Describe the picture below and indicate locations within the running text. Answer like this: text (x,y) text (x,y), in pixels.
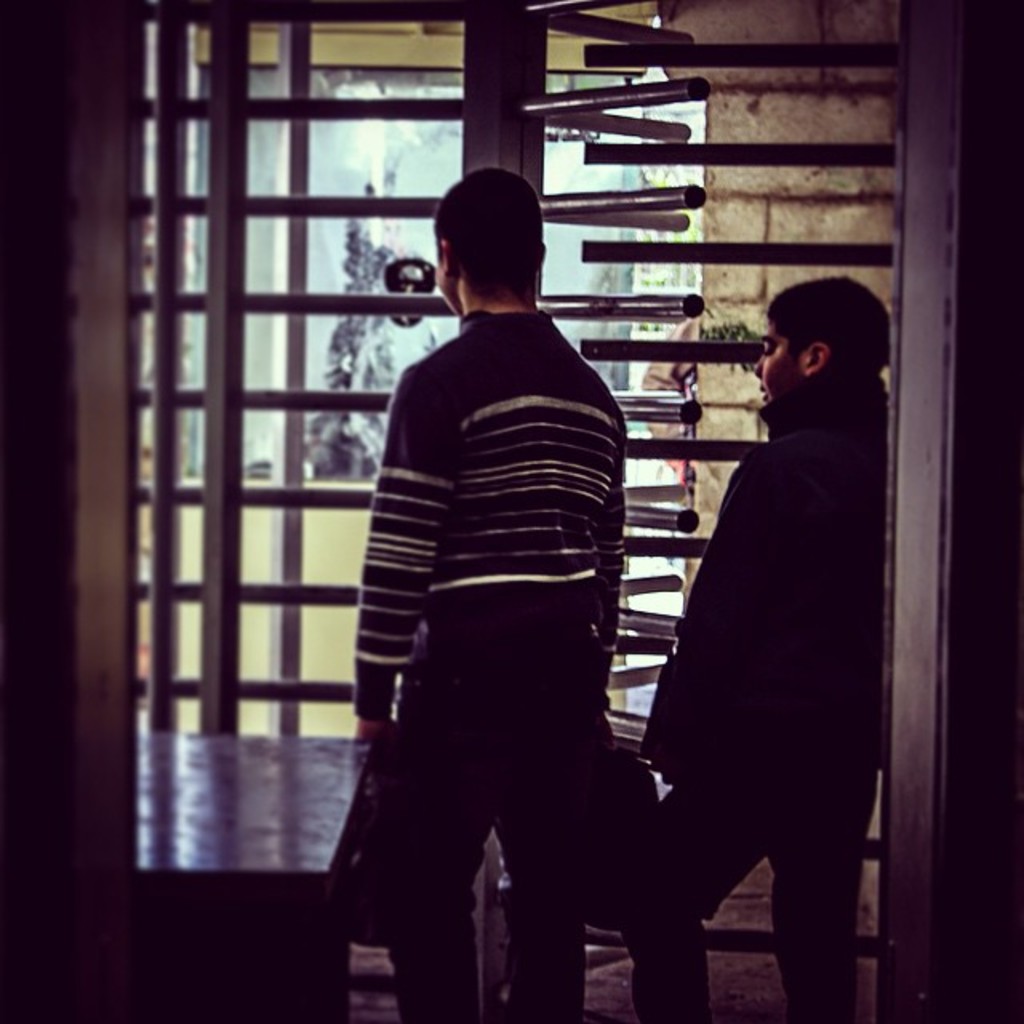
In this picture we can see few people (615,536), in front of them we can find few metal rods (312,298), in the background (356,350) we can see trees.
